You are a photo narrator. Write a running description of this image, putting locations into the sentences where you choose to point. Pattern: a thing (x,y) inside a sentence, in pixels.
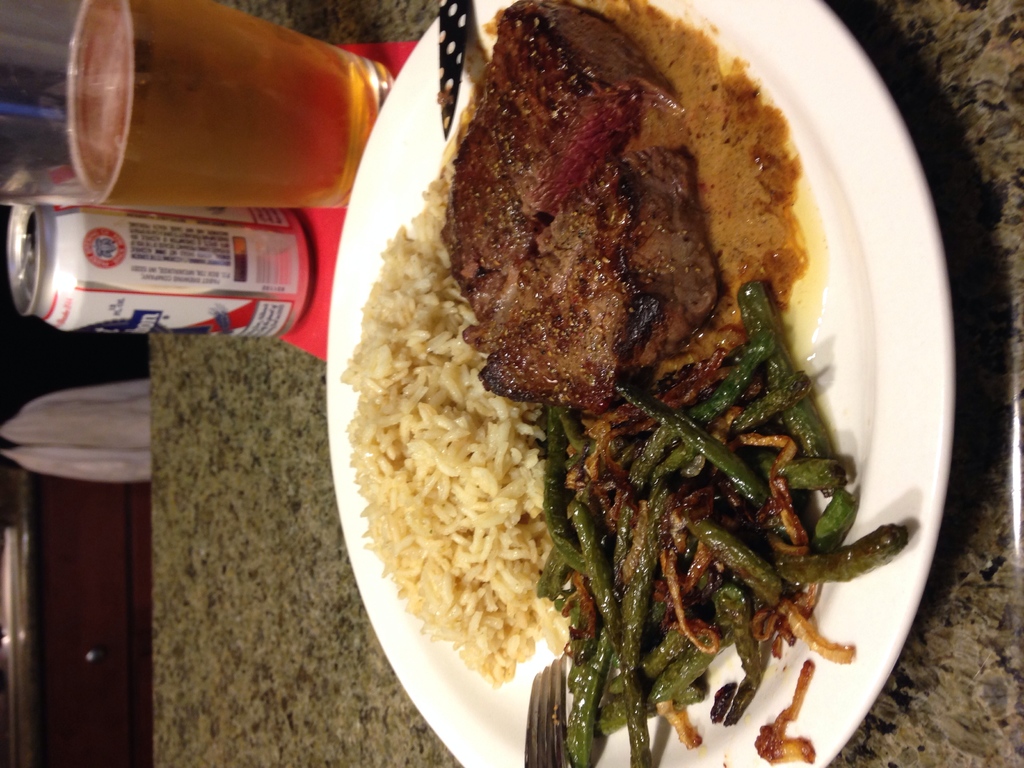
In the image on the right side (865,647) there is a plate (344,399) on the table (201,363) with rice (457,367) and some other food items (478,300). Behind the plate (523,477) there is a glass (185,94) with a drink (183,205) and also there is a can (197,265). On the left corner of the image (94,403) there is a cupboard (51,501) and also there is a cloth (77,473).
